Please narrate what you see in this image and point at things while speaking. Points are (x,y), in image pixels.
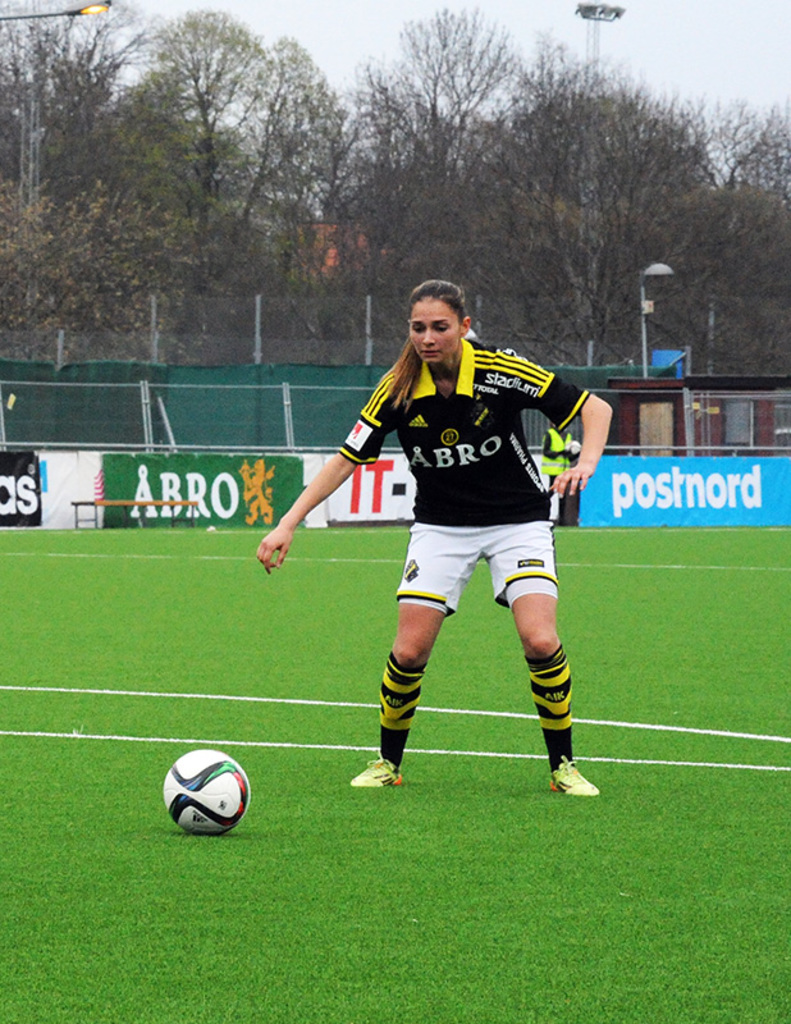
In this image, we can see a person (489,350) wearing sports dress (491,381). In the background (284,115), there are trees (425,161), lights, poles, boards (116,517), a fence (247,381) and a bench (114,502). At the bottom (171,791), there is a ball (172,779) on the ground (172,939).
